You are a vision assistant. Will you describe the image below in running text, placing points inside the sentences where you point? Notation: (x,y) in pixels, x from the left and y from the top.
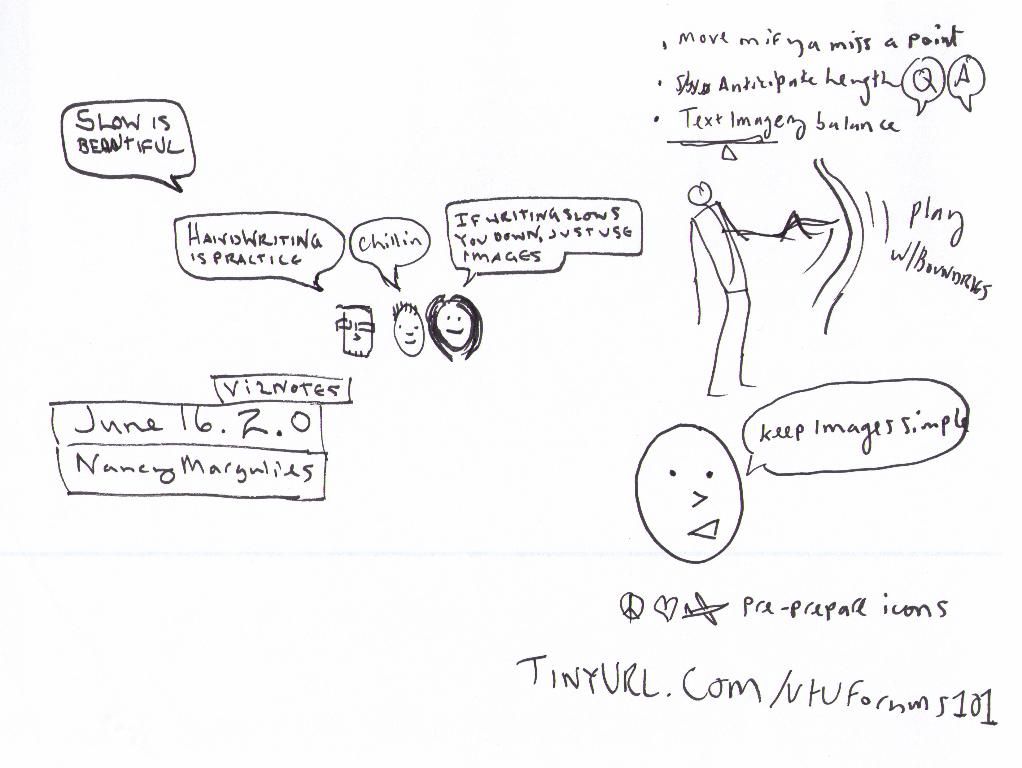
In this picture we can see a paper (430,529), there is some handwritten text (749,112) and sketches (747,339) on this paper (689,280).
